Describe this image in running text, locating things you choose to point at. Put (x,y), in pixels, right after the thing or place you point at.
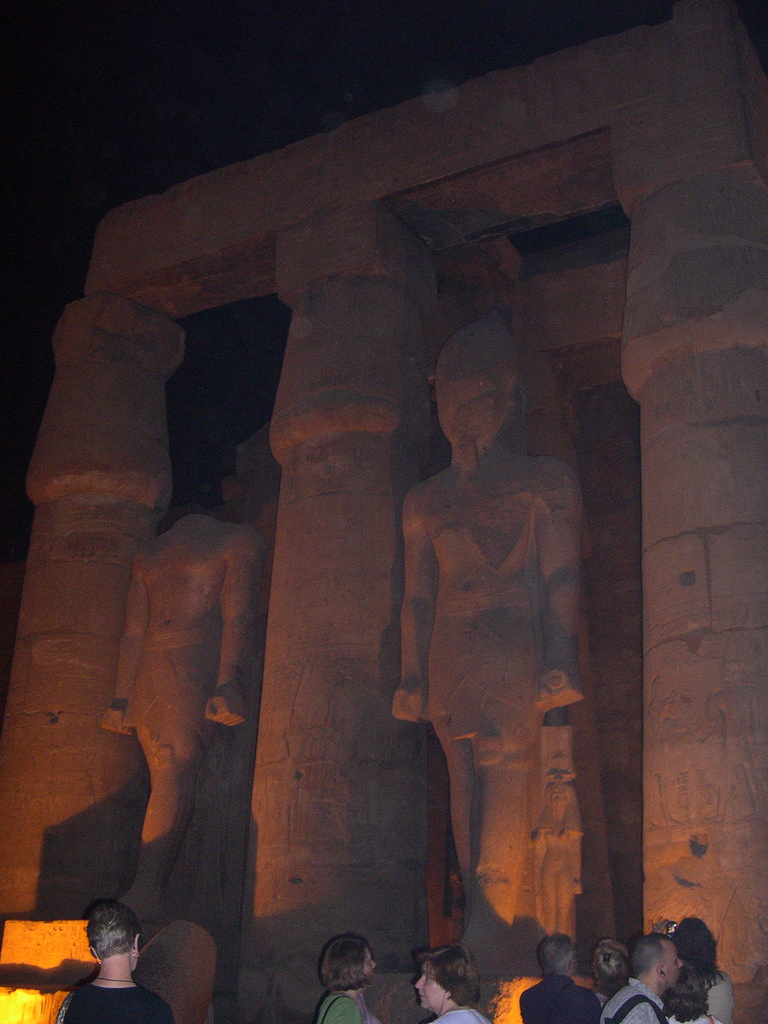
In this image I can see the group of people (364,1018) with different color dresses (343,995). In-front of these people (342,1006) I can see the statues of people (185,863). And there is a black background (41,4).
